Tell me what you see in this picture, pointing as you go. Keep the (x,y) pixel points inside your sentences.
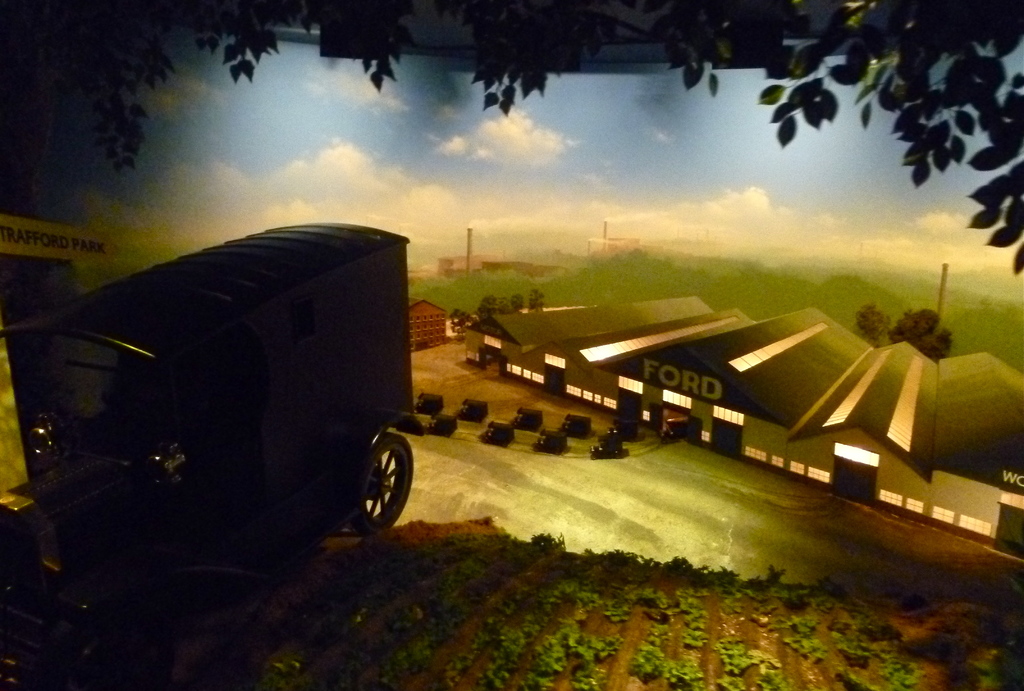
In this image on the left side (45,566), we see there is a cart (145,496) and at the top (717,93) there are many leaves (869,50) backgrounds is the blue sky (671,210).
